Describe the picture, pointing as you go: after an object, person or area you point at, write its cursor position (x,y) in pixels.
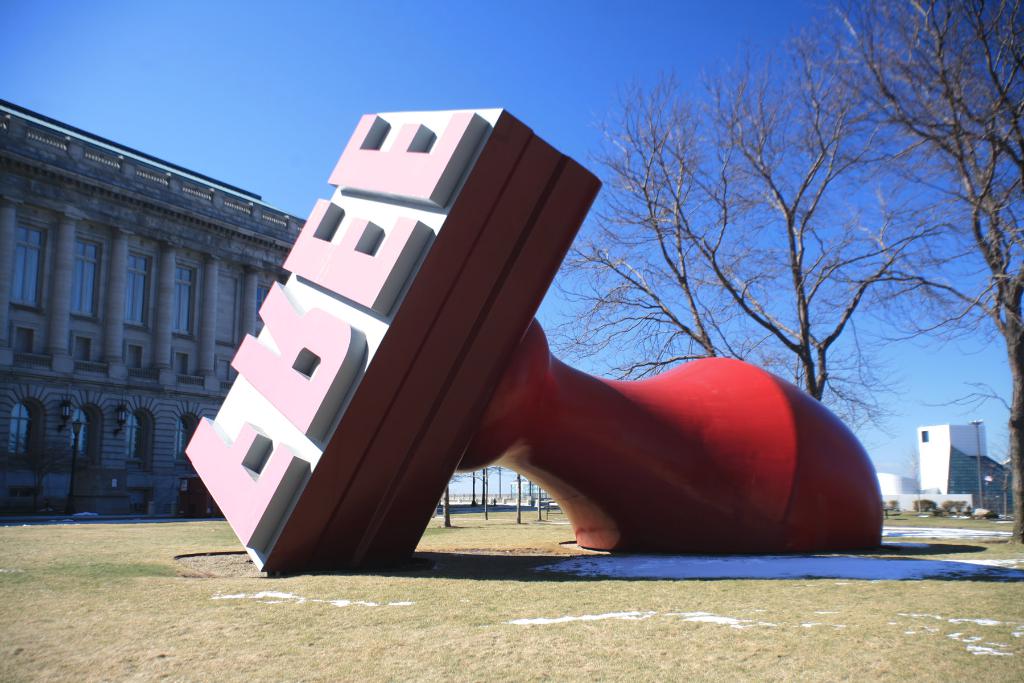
In this image, on the right side (970,443), we can see a tree (954,291), buildings (974,476), street lights (970,423), plants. In the middle of the image (510,276), we can see a statue (718,471). On the left side (94,482), we can see a building (113,352), pillars (210,324), glass windows (32,270). At the top (532,104), we can see a sky (588,44), at the bottom (653,588), we can see a grass (952,591).
